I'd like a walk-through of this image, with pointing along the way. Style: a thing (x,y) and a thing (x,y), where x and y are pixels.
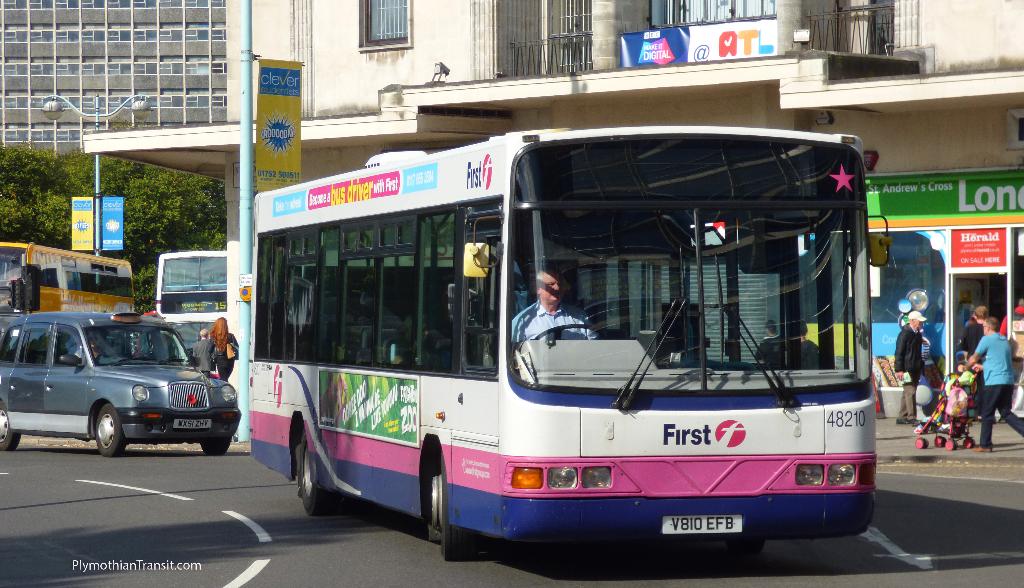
In this picture we can see vehicles (481,487) on the road (475,572), here we can see people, banners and an electric pole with lights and in the background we can see buildings (898,3), trees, in the bottom left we can see some text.
